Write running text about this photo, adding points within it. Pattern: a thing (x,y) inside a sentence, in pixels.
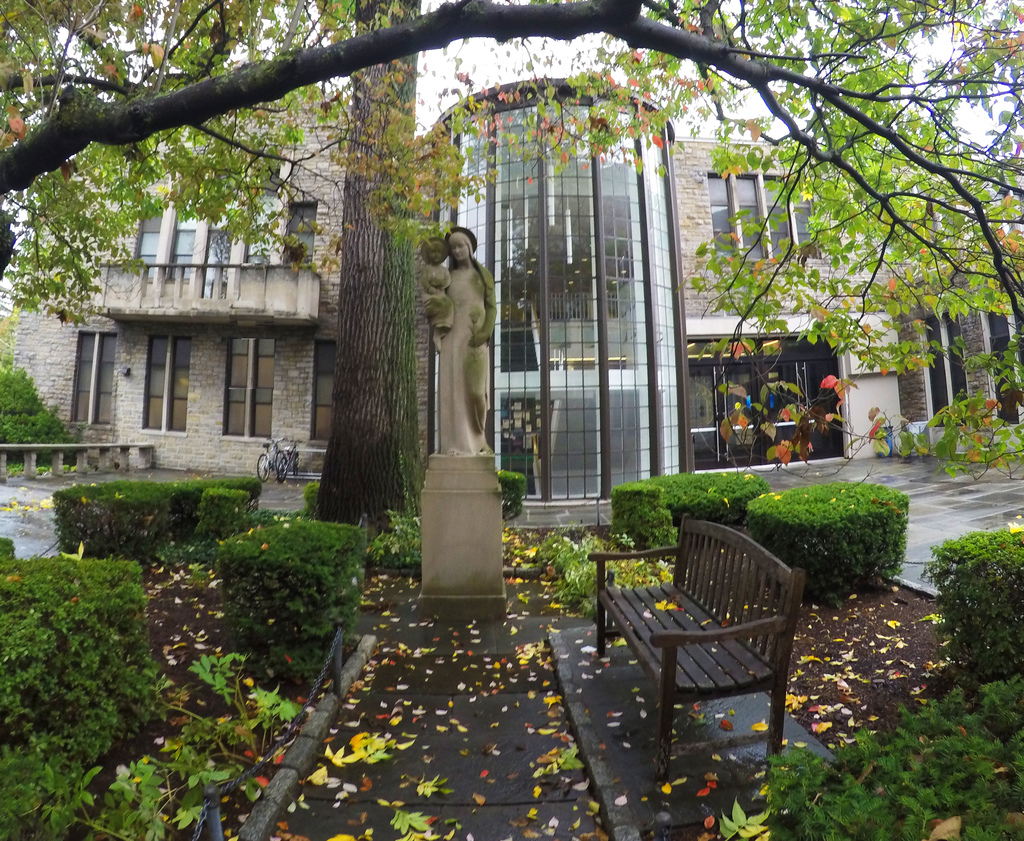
In the center of the image (487,350) we can see a statue (450,436) is present. In the background of the image (225,254) a building (341,218) is there. On the left side of the image (155,492) we can see a small plants (113,563), trees (161,75), bicycle (284,463) are present. On the right side of the image (782,626) bench (709,598) is there. At the bottom of the image (472,764) ground (379,803) is there. At the top of the image (922,40) sky (432,73) is present.
